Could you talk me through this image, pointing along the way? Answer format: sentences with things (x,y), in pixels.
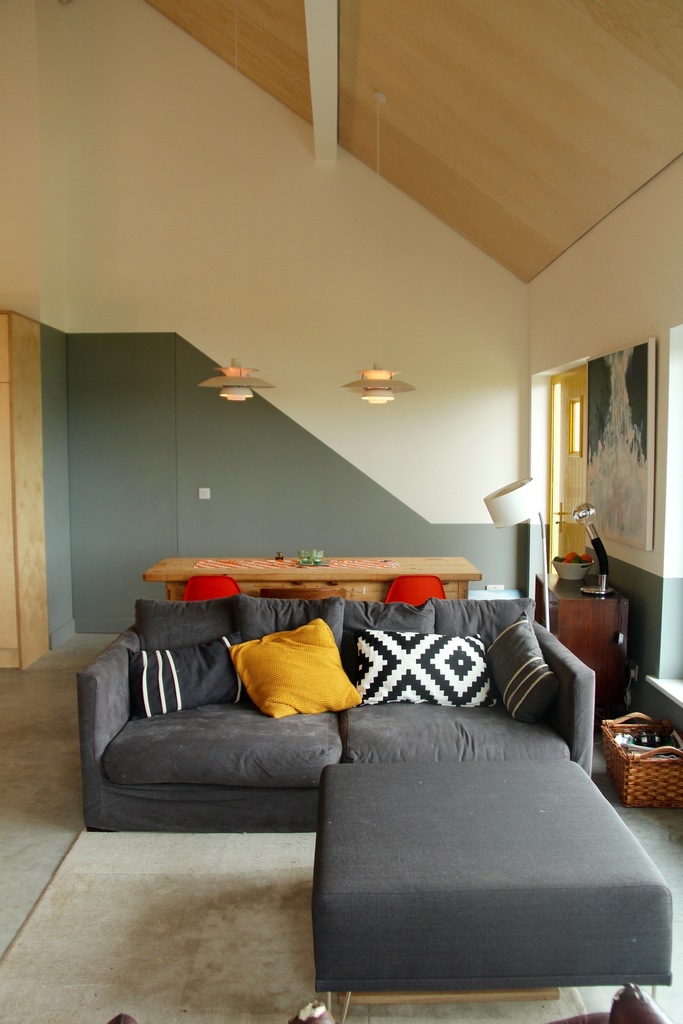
In this Picture we can see the inside view of the living room (490,850) in which black sofa (379,736) with yellow pillow (299,676) and black and white striped pattern pillow (393,688) are placed. On the top (544,139) wooden roofing (275,34) with two hanging light (346,389) are hanging down and on the right side (583,639) we can see the small table (594,605) on which table light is placed and one big photo frame (611,493) on the wall (554,351). And on the flooring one wooden basket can be seen.
